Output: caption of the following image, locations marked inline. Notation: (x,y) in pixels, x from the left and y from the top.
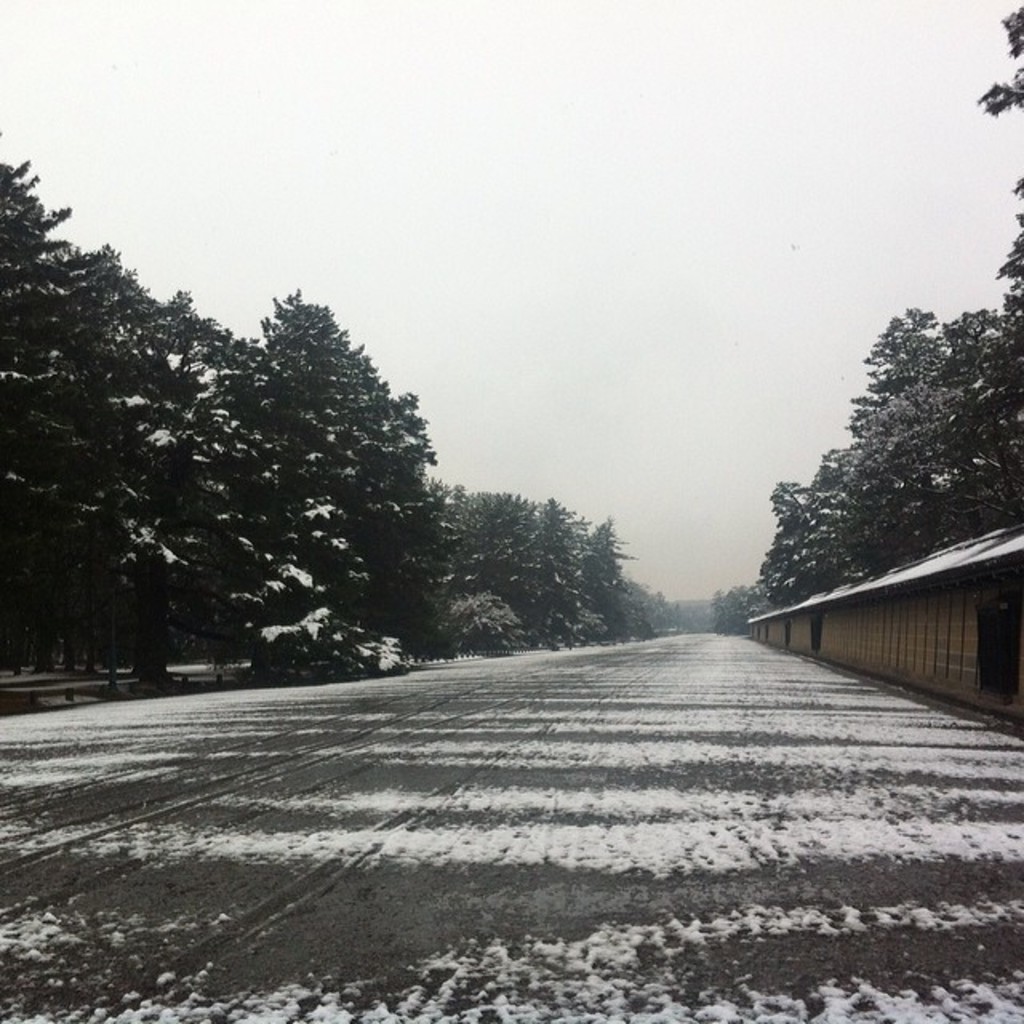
This is a color picture with a path (565,818) in the middle (616,667) and trees (919,406) on either side and above its sky (401,202).
